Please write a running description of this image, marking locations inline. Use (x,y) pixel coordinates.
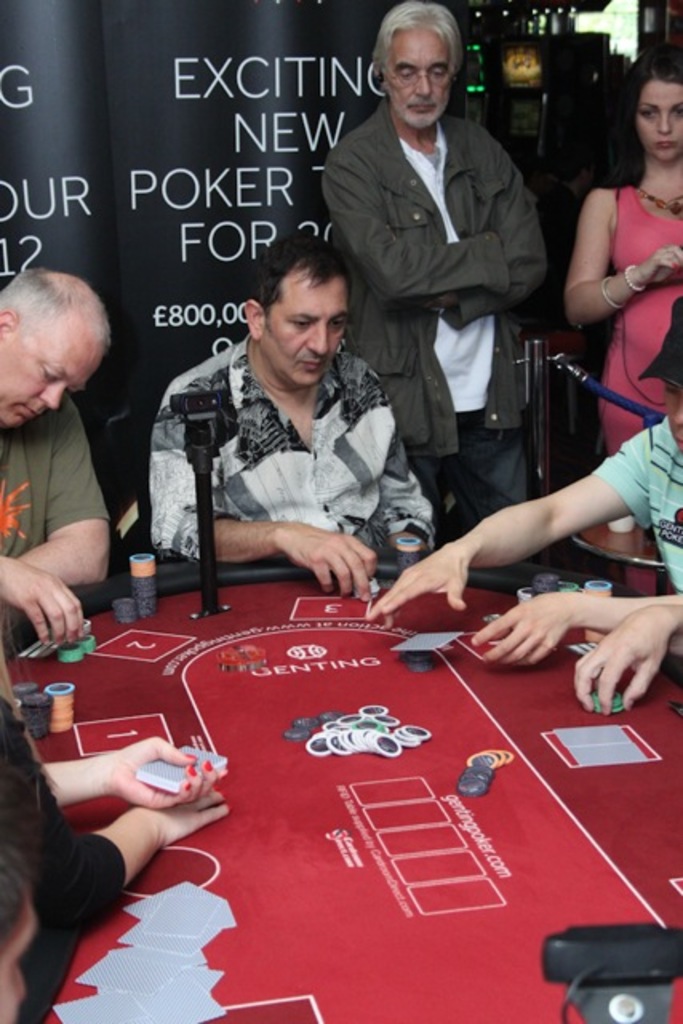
In this image there is a table (434,899) on which there are poker chips (389,732) and cards (143,771). There are people (151,497) sitting around the table (489,981) by holding the coins (87,647) in their hand (130,772). In the background (438,182) there are two persons (590,198) standing and looking at the table (306,855). In the background (201,117) there is a hoarding (209,122).
